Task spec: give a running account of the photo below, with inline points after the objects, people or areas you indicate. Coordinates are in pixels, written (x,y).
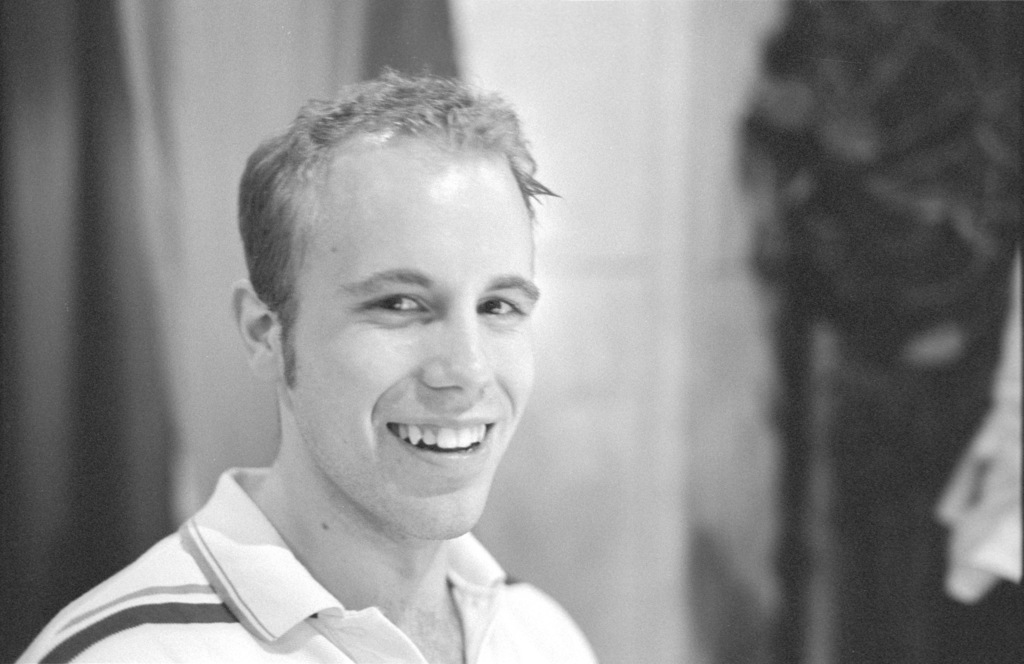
This is a black and white image. In this image, we can see a man (423,554). In the background (781,317), we can see white color and black color.
